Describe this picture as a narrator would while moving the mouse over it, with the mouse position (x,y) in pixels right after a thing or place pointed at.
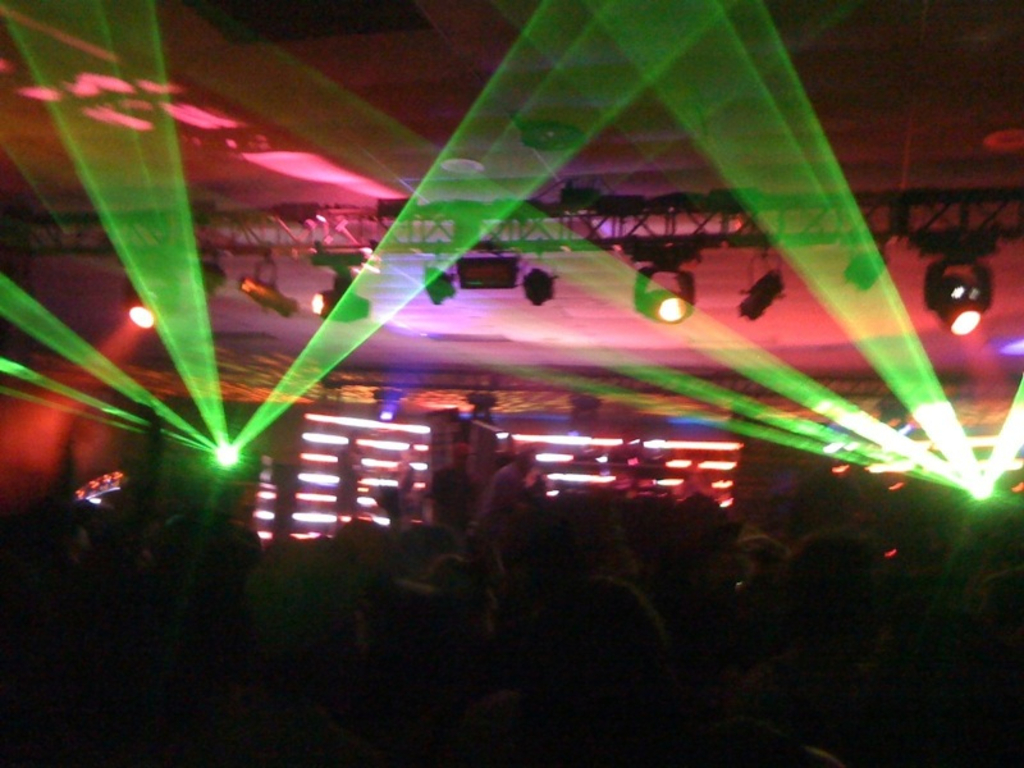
In this image we can see a group of people (496,603). On the backside (494,474) we can see some people (445,484) standing on the stage (443,486). We can also see some lights (266,518) and a roof (330,82).
